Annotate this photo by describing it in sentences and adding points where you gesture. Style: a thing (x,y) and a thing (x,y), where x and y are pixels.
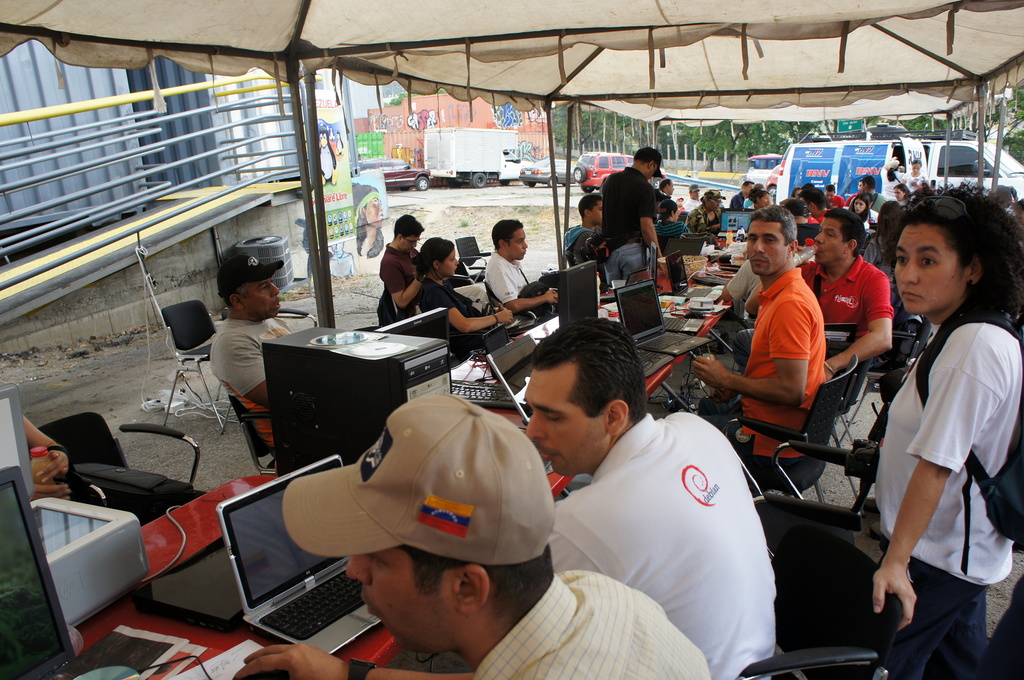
In this image which can see these people (519,622) are sitting on the chairs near the table (386,640). Here we can see printers (133,558), laptops (622,302), CPUs (370,356) and few more things (482,370) on the table (155,630). In the background of the image (267,125) we can see a building (269,146), posters (337,190) on the wall (368,220), vehicles (434,157) parked, trees (756,131) and the tent (692,68).
